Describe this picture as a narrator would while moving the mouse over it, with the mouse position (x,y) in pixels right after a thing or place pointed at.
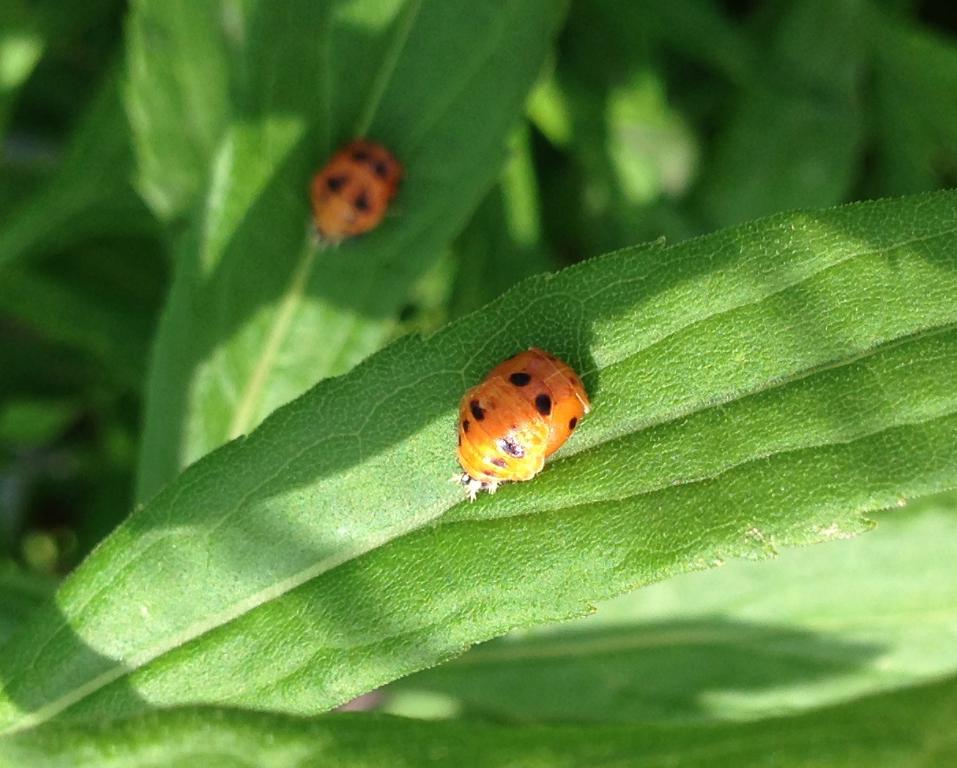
In this picture we can see the insects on the leaves (310,365).
